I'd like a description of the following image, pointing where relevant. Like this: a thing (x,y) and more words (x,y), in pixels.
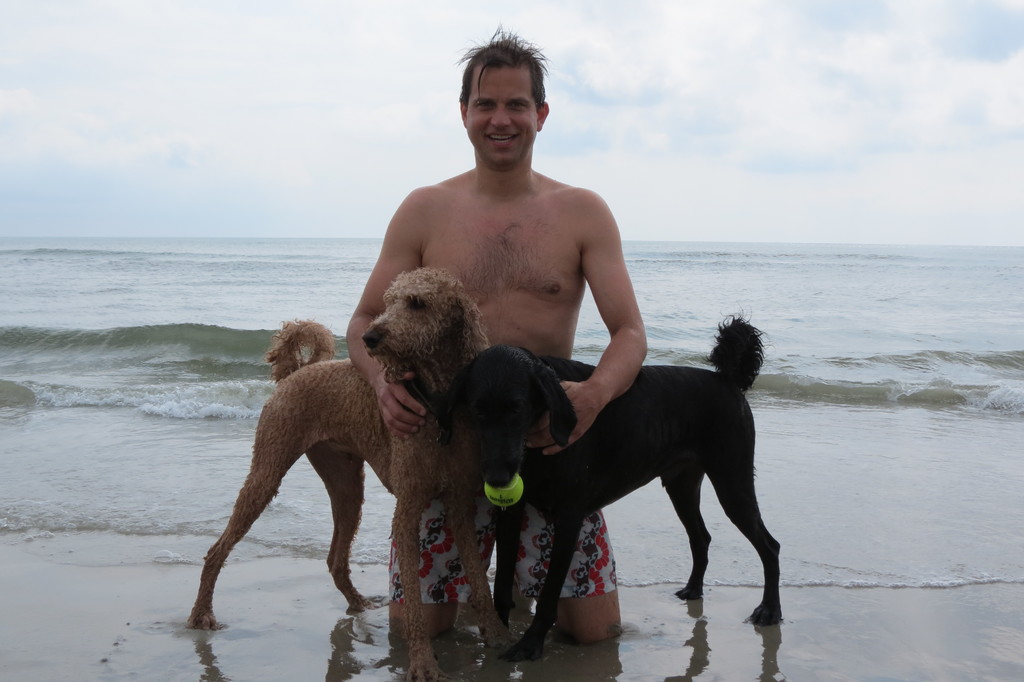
In this picture we can see a man (484,273) and two dogs (532,371), in the background (789,286) there is water (818,294), we can see the sky (834,85) at the top of the picture (801,51).
